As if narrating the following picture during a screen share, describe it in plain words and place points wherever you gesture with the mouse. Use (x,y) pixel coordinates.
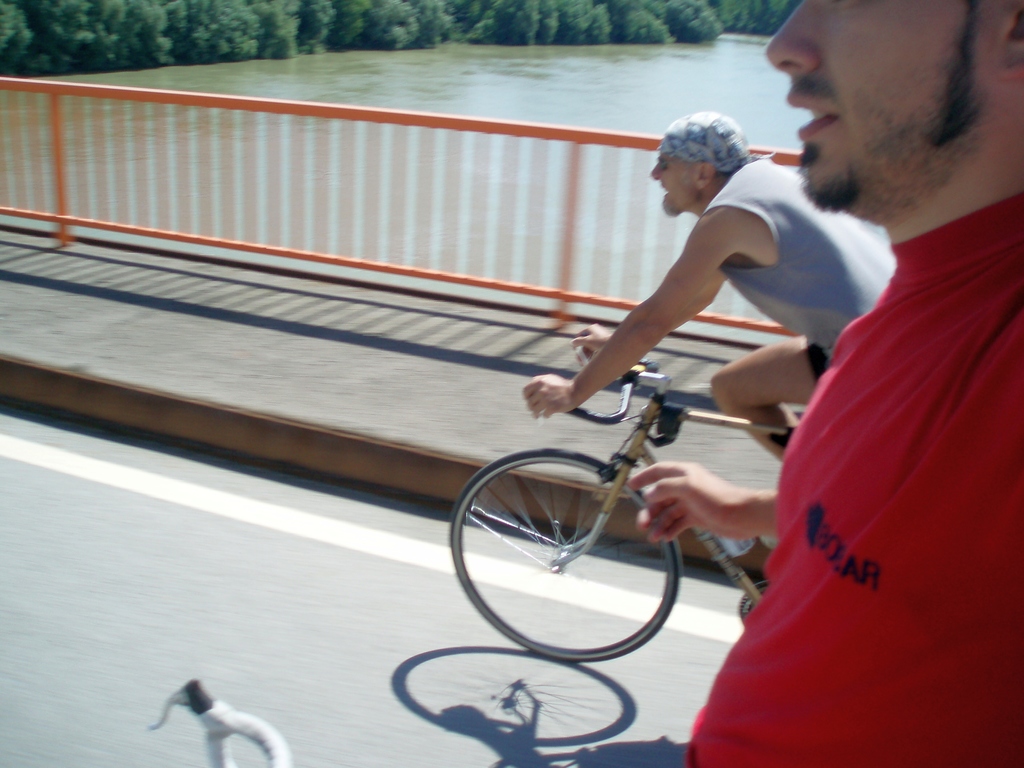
In this image there are 2 persons (974,649) riding bicycle (607,503) in the street (434,509), and the back ground (635,30) there is water (582,84), tree (616,30), bridge (561,173).
